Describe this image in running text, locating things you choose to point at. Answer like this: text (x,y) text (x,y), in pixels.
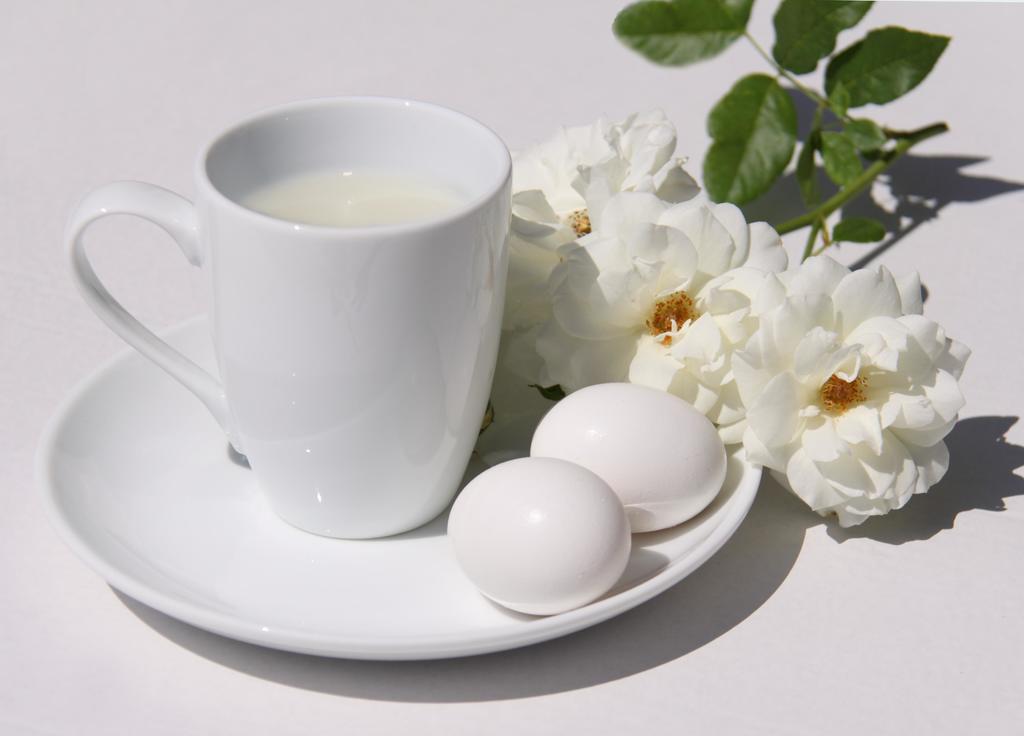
In this image we can see a cup (339,377) containing a drink (339,180) in it is placed in a plate (183,587) on which two eggs (696,421) group of flowers (847,479) with group of leaves (678,19) on its stems (905,140) are placed.
